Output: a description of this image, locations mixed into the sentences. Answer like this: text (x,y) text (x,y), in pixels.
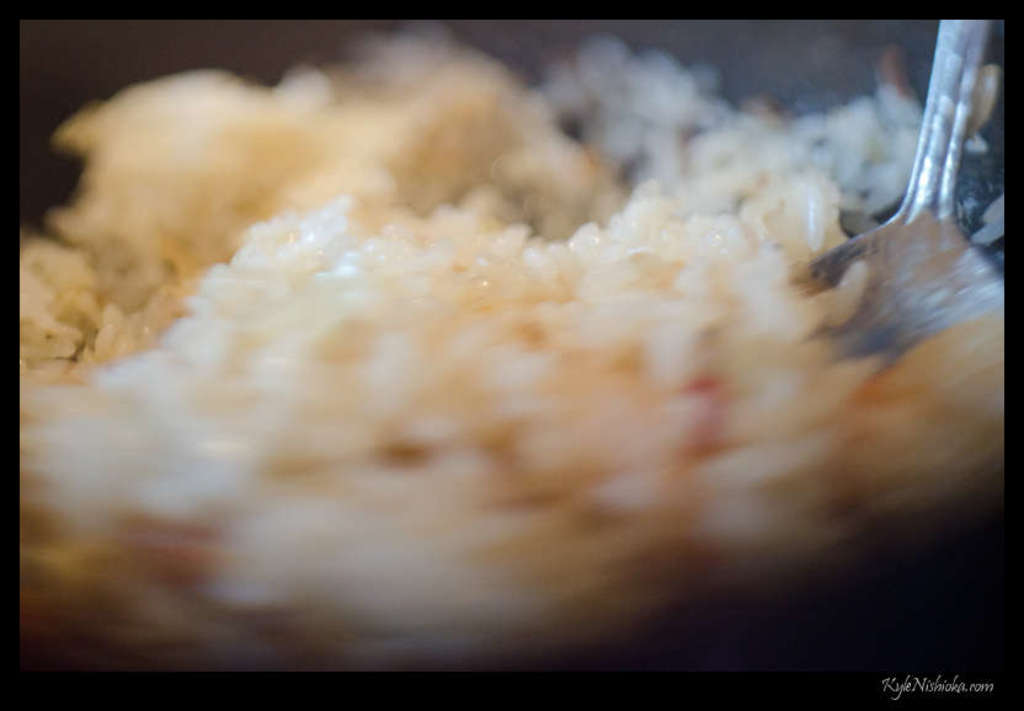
In this picture we can see some food (305,345) and a spoon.
